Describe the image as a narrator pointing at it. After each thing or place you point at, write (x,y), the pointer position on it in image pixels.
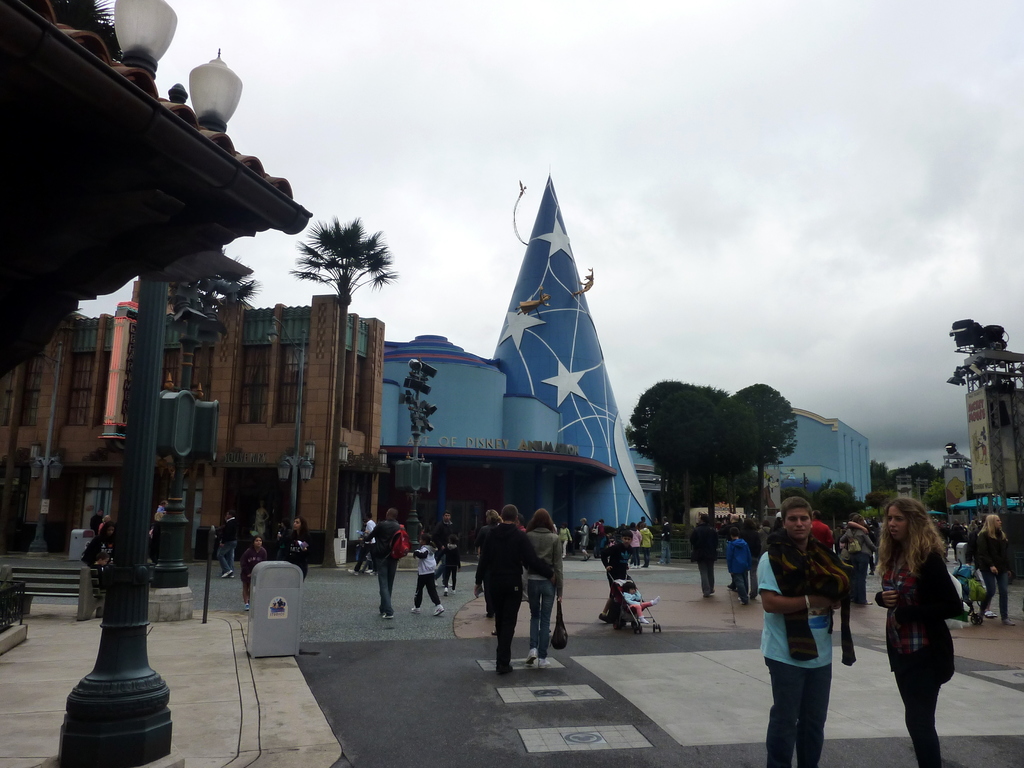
In this image we can see a few people (546,552) on the floor (332,629), there are some buildings (350,484), trees (334,427), poles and lights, in the background (978,218) we can see the sky (732,386).
